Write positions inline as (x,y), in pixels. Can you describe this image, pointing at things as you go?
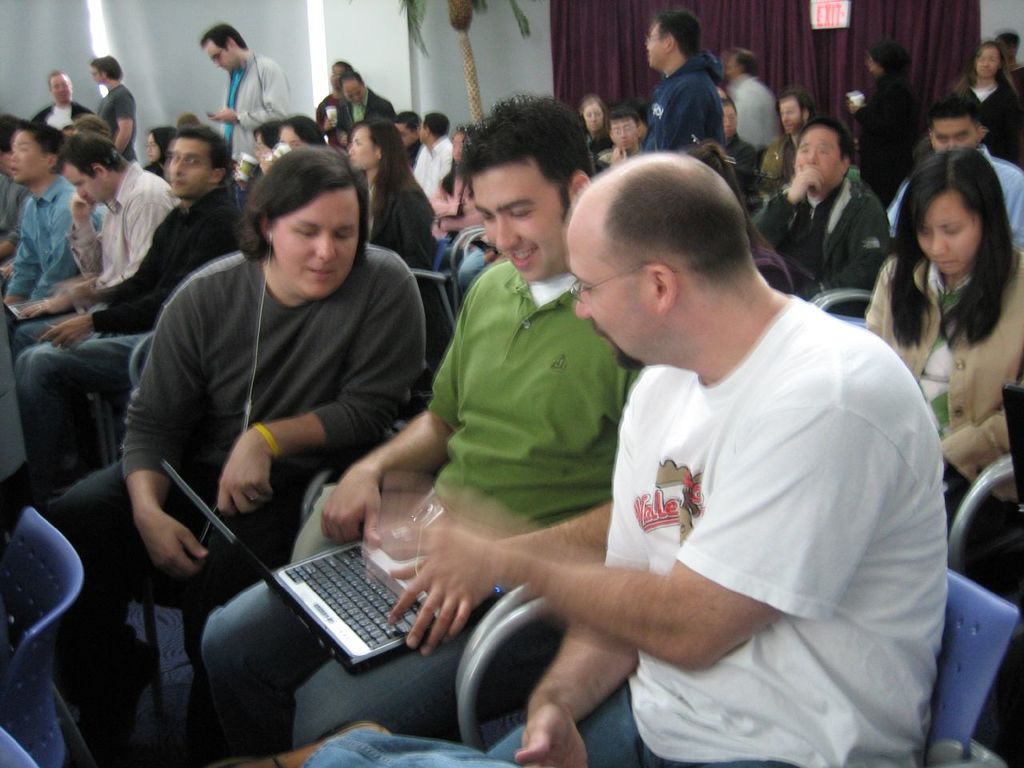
In this image a person (588,438) wearing a green T-shirt (542,395) is sitting on the chair (465,685). He is having laptop (320,597) on his lap (402,670). Beside him there is a person (762,549) wearing white T-shirt (833,587) is sitting on the chair (946,674). Behind them there are few persons (408,318) sitting on the chair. Few persons (898,150) are standing on the floor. Top of the image (481,7) there is a plant (460,27). Beside there is a curtain (598,39). Background (440,12) there is a wall (984,32).
